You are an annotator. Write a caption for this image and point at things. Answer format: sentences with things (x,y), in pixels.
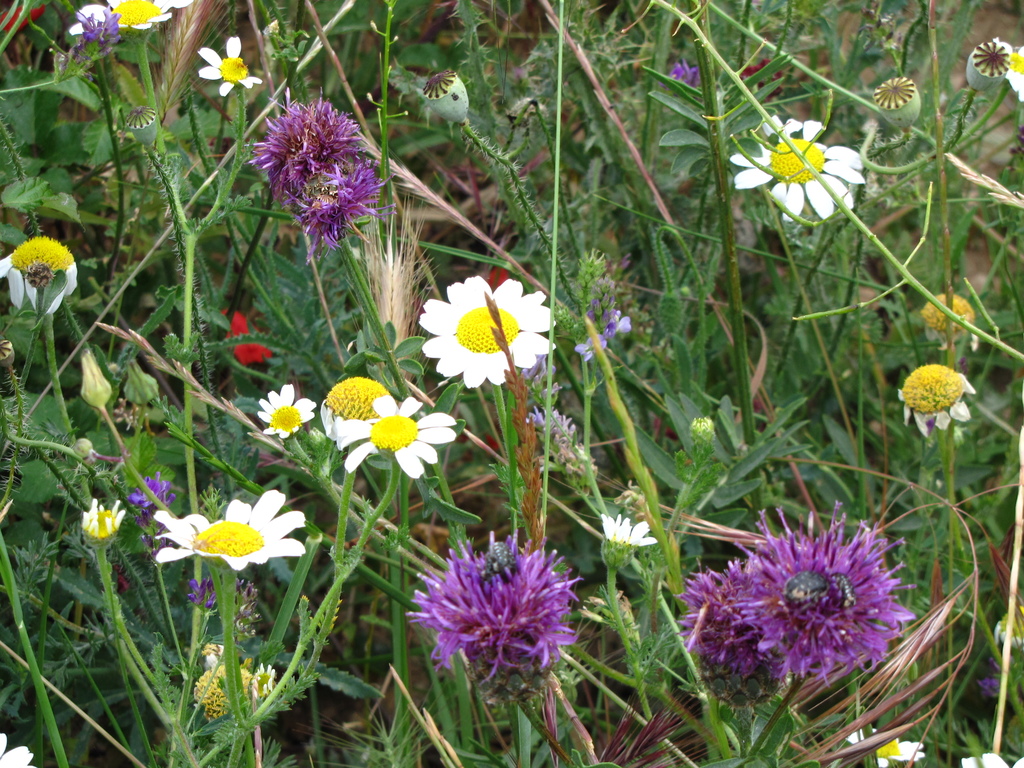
In this image there are some plants (764,223) and there are some purple color flowers (529,598), and white color flowers (434,433).
